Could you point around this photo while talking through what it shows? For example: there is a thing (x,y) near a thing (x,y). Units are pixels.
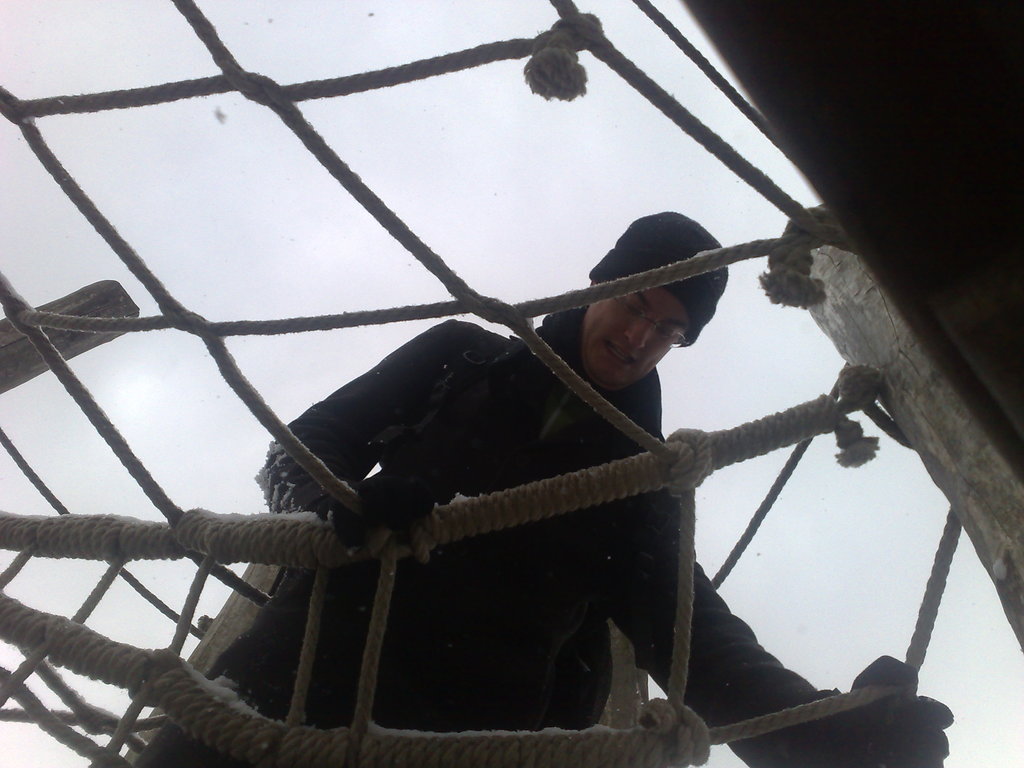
There is a person (611,323) in a coat (573,430) walking on the net (552,745) which is made with threads (650,715) and there are connected with poles (67,304). In the background (611,128), there is sky (325,106).
